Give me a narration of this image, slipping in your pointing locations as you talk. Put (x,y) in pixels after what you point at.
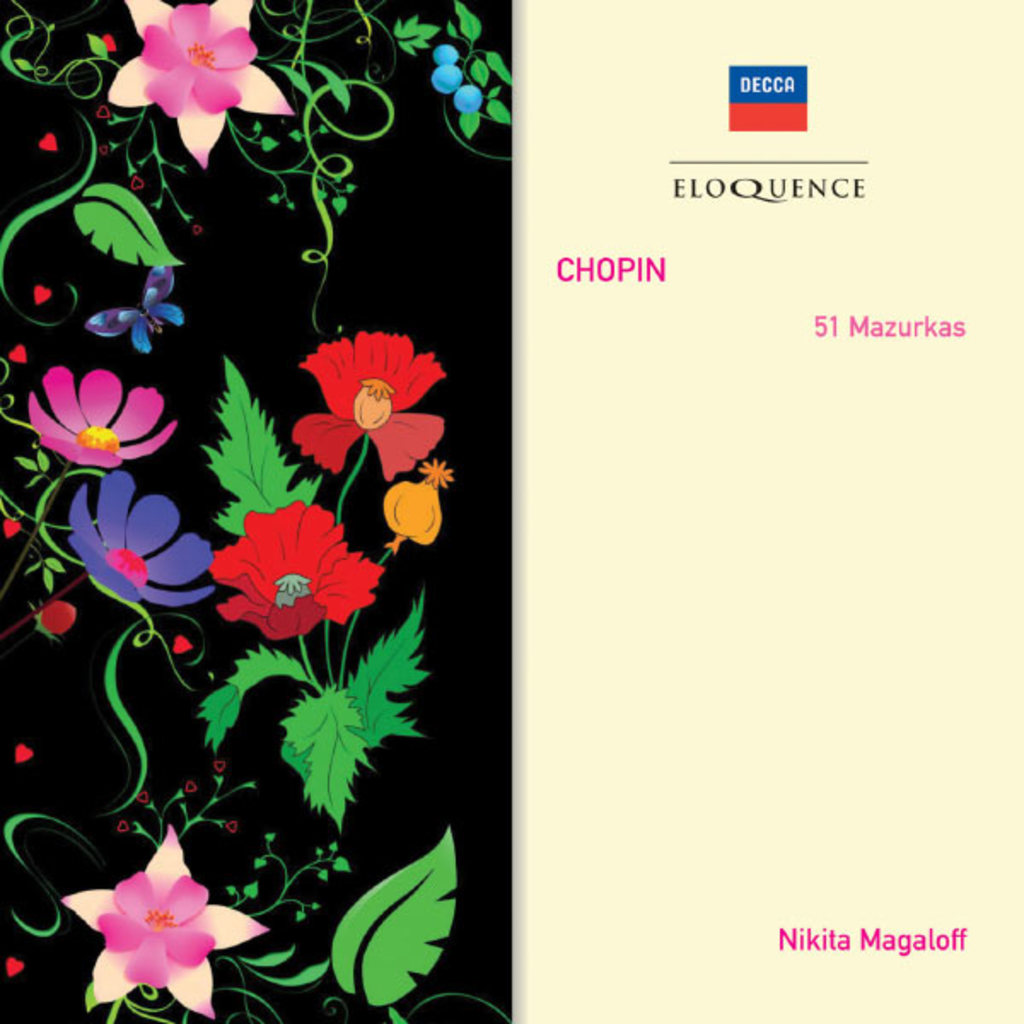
In this image it is a poster (681,464) on which there are flowers (191,592) on the left side (110,536) and there is some script (872,322) on the right side (882,330).
